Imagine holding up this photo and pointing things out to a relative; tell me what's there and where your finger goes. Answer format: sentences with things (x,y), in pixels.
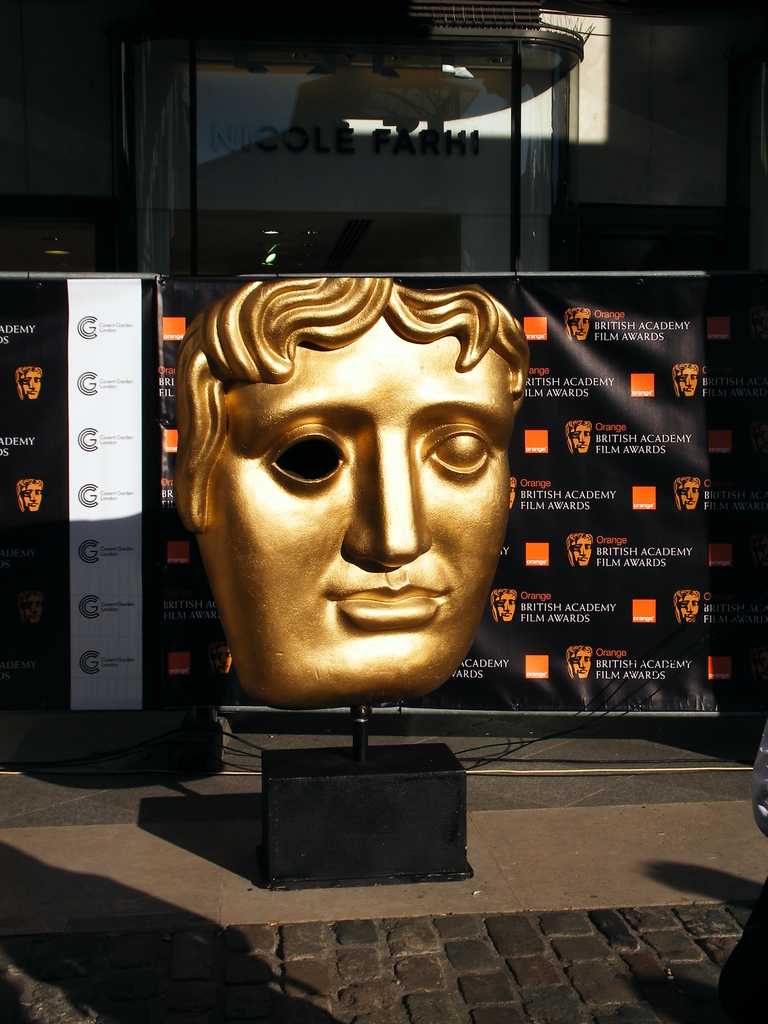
In this image we can see a sculpture (338,554). In the background (128,333) there are banners (109,283) and we can see a wall (512,217). There is a board (374,158).
